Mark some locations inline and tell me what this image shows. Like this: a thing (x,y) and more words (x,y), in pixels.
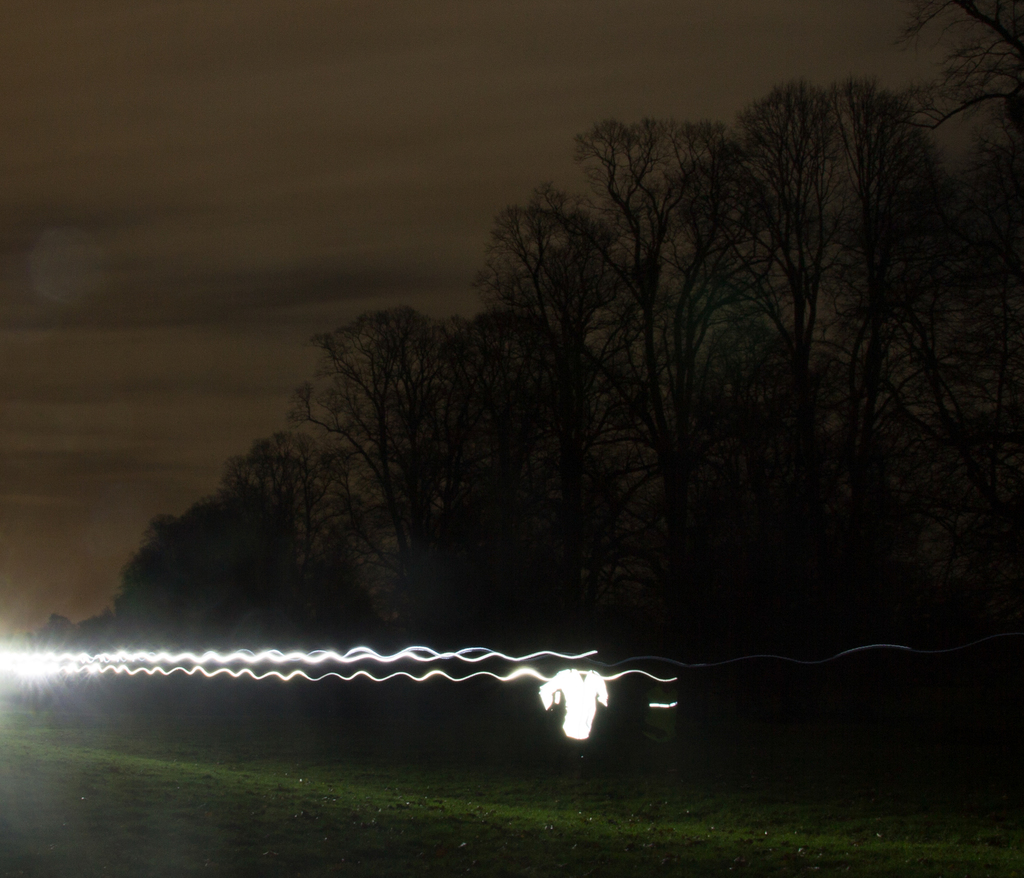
In this picture I can see some lights (60,671) over the grass (577,803) and side of the grass (623,825) I can see some trees (367,555).
